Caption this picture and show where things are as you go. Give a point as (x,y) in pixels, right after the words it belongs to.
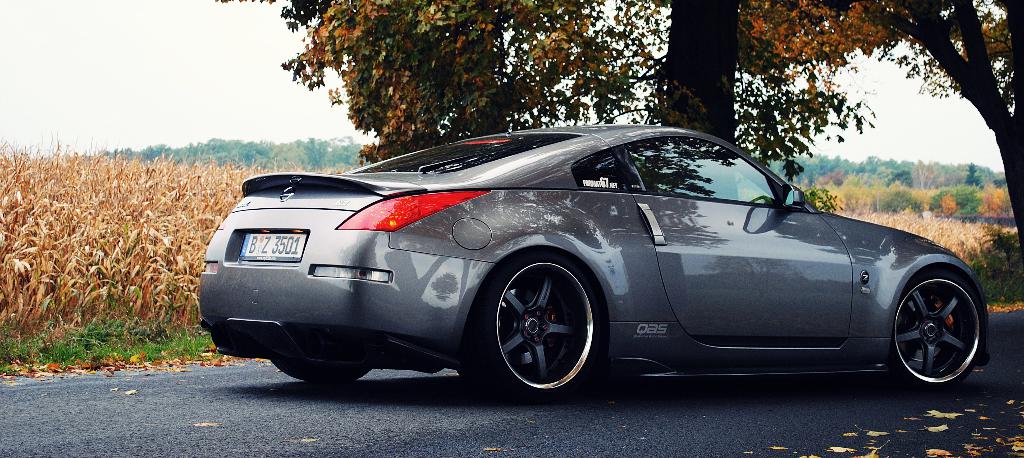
In the center of the image (510,240), there is a car (558,296) on the road (558,409) and in the background (427,86), there are trees (824,110) and plants (125,203).
